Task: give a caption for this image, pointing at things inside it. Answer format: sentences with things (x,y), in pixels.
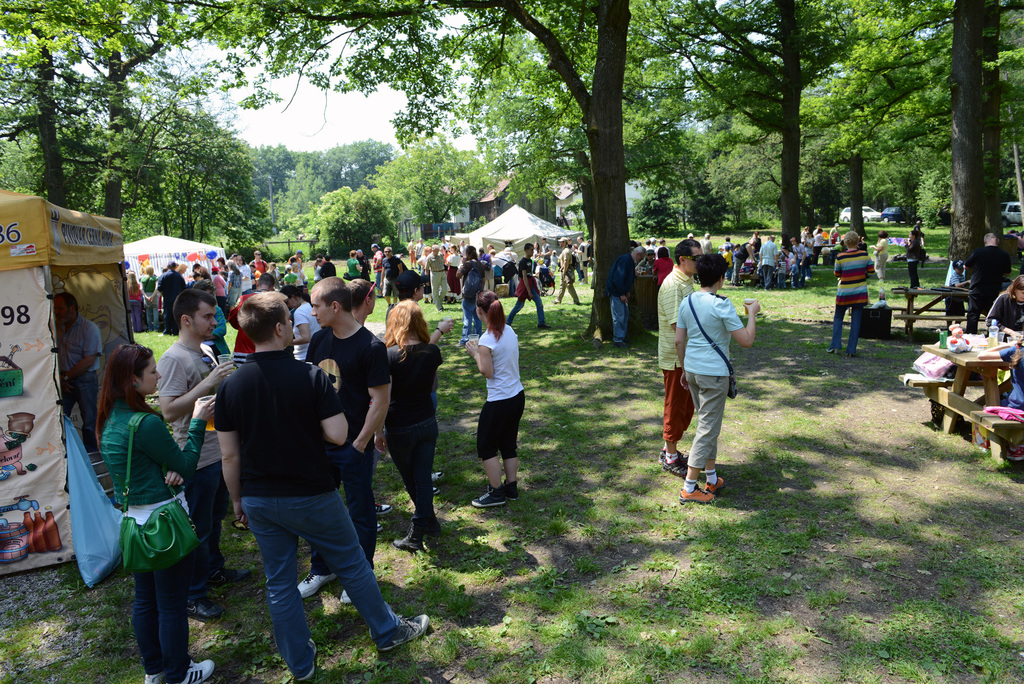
In this picture we can see there are groups of people (300,389) standing and some people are sitting and on the right side of the people (437,395) there is a table (984,380) and on the table (978,362) there are some items (966,346). Behind the people (238,415) there are stalls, trees (907,202), vehicles (871,214) and a sky (314,116).
